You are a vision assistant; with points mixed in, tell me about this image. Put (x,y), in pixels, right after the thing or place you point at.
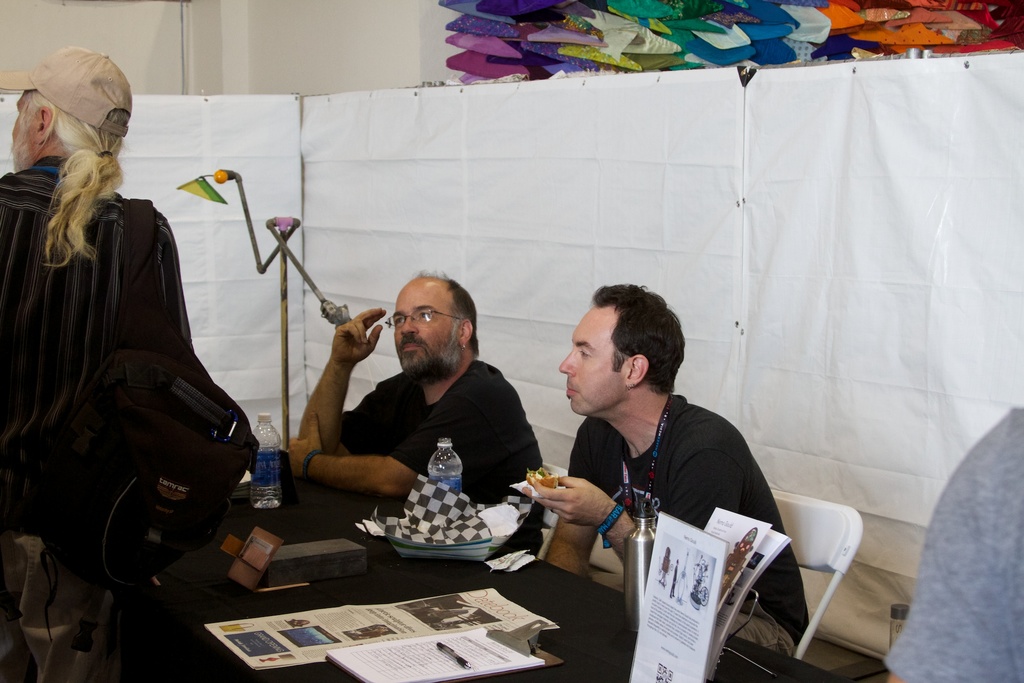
In this picture we can see three men (686,464), two men (649,431) are sitting on chairs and one man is standing, he is carrying a backpack (116,377), we can see a table (523,599) which consists of papers (413,637) and water bottle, in the background (571,253) we can see some wall (365,70) and sheet (613,121).
